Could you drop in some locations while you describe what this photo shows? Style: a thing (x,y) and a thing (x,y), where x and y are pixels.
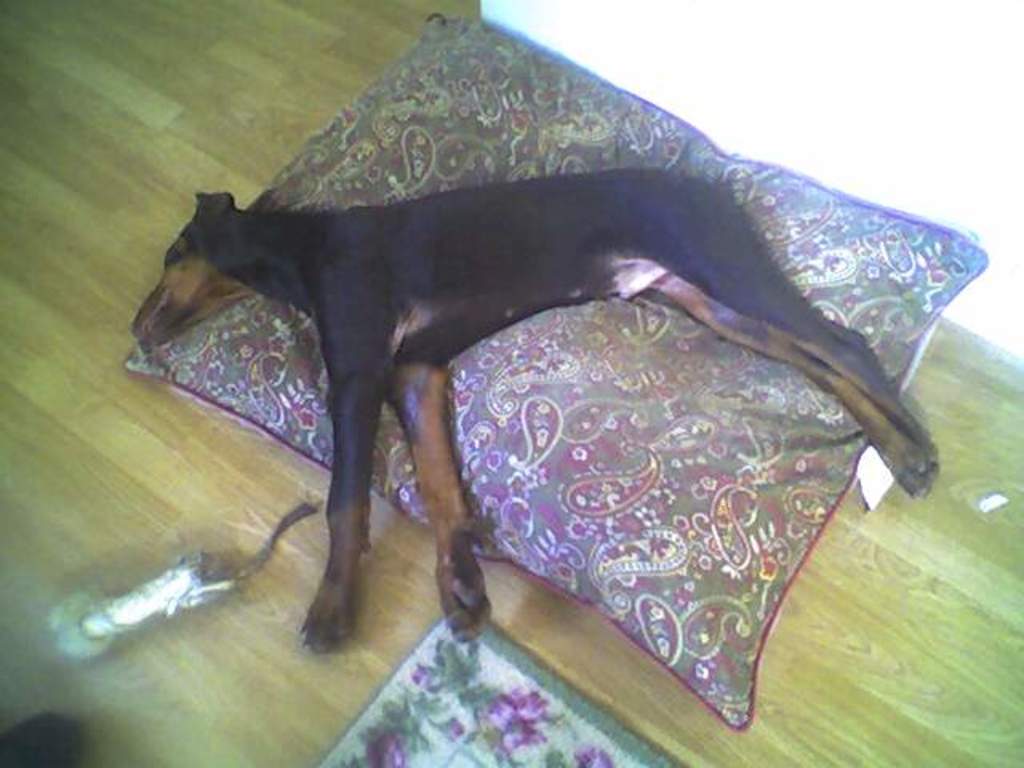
In the image there is a black dog (455,259) laying on a pillow (580,485) on the wooden floor (1013,709) with a mat (596,727) in front of it and behind it there is wall (833,96).
